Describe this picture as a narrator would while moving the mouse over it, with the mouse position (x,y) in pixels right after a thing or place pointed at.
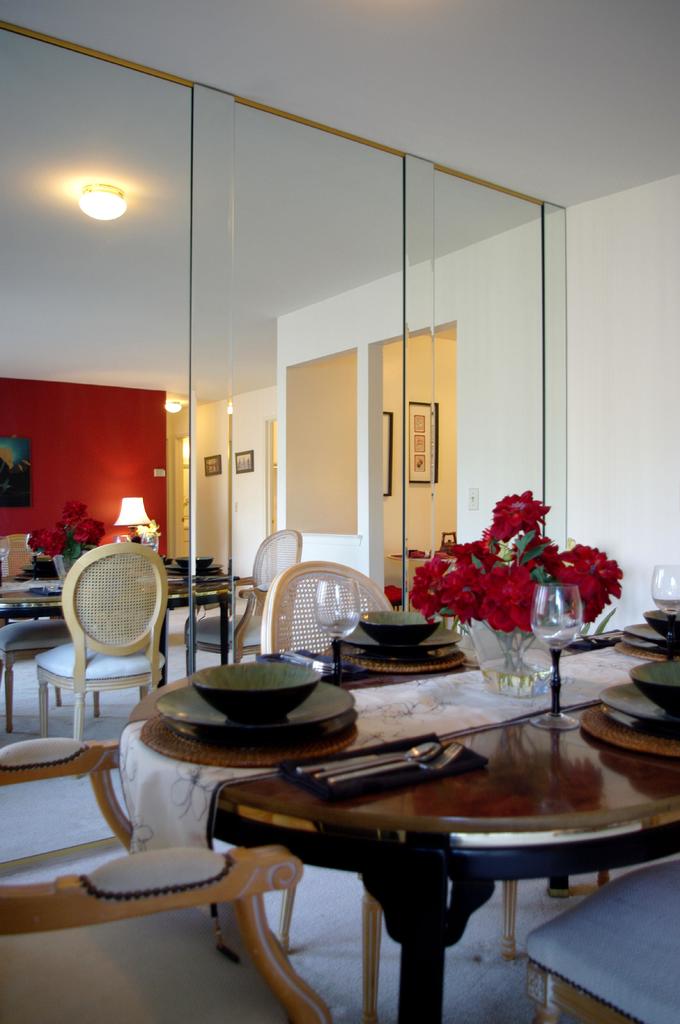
In this picture we can see plates (368,638), bowls (404,622), glasses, spoons (432,755), a flower vase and other objects (366,718) on the table (347,809). We can see chairs (72,1005), glass objects (268,324) and frames (22,488) on the walls (307,435). We can see the reflections (129,542) of some objects (60,542) on the glass objects (355,542). There are other objects (134,532).
